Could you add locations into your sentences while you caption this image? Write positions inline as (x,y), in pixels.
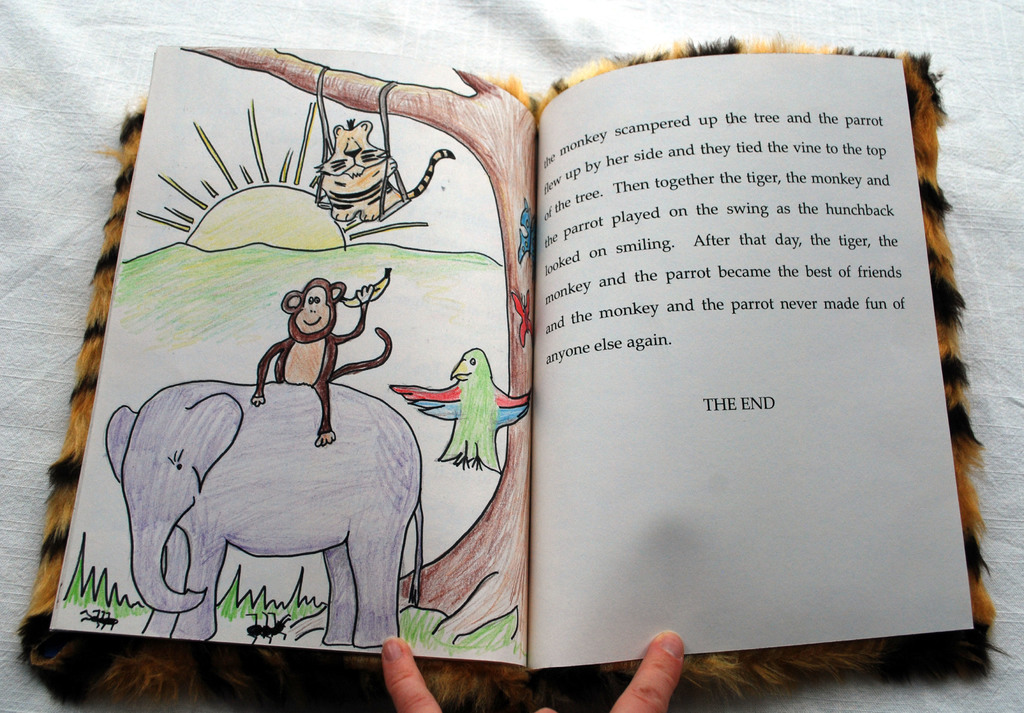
As we can see in the image there is a book (506,220) and white color cloth (39,54). On book (166,190) there is some matter (630,215) written and drawing (346,315) of an elephant (255,465), monkey (329,288), bird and sun (279,245).
